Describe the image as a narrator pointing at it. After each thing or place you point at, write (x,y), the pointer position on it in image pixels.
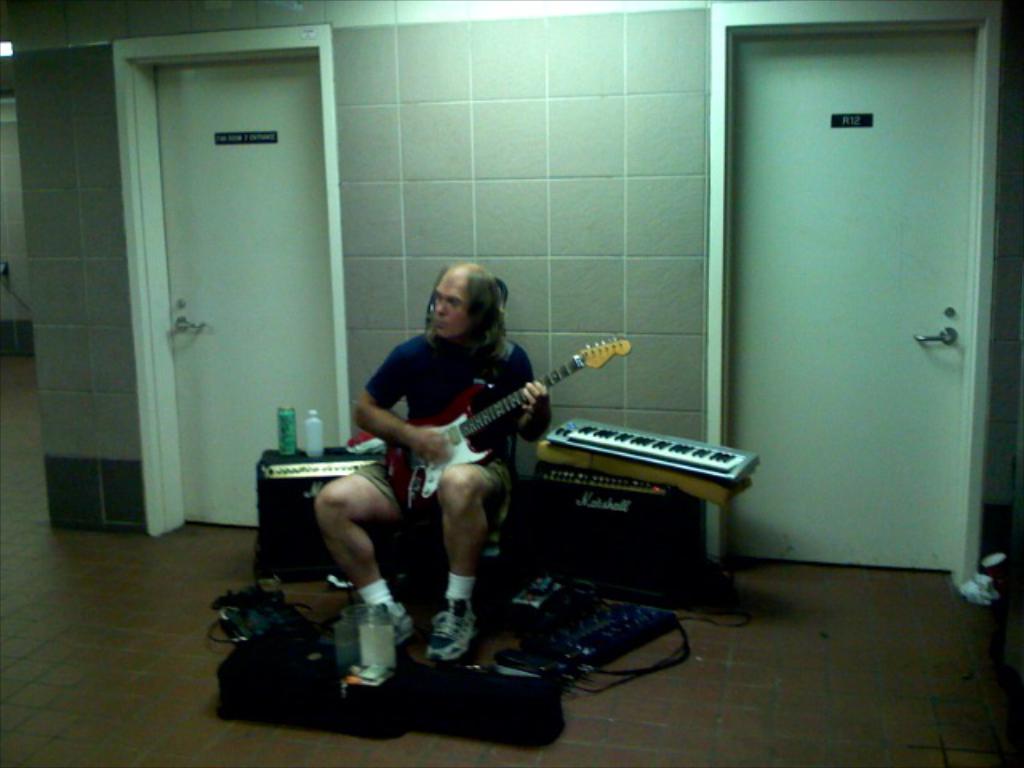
In this image there is a man (469,479) who is sitting and playing the guitar (445,431). Beside him there is a keyboard (641,441) which is on the box (592,501). At the background (623,219) there is a wall (453,169) and door (212,165). At the bottom (130,721) there is a floor (214,737) on which there is a bag (464,715).
